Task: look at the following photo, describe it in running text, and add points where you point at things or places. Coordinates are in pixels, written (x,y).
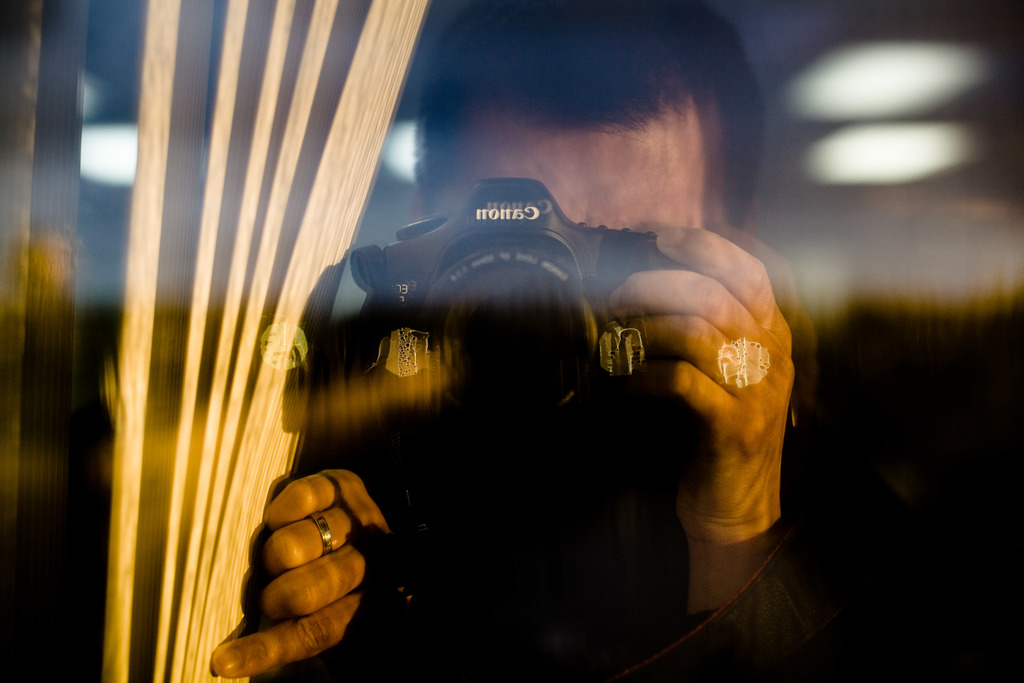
In this image we can see a person (388,435) taking pictures with a camera (370,295), there is a curtain (195,233) beside to him, and the background (913,294) is blurred.
